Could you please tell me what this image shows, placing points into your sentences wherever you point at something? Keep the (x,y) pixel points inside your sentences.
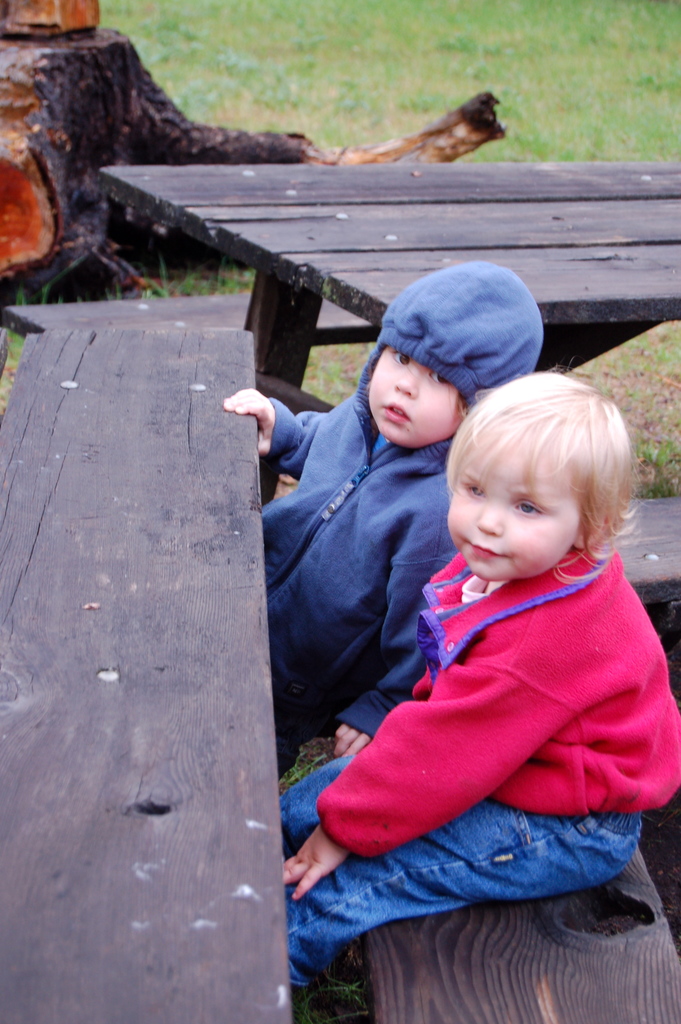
Here I can see two children (456,594) wearing jackets (394,683) and sitting on a bench (463,942) facing towards the left side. In front of these children (332,615) there is a table (151,630). In the background (548,251) there is another table (400,256) and also there is a trunk (20,166). At the top of the image (301,79) I can see the grass (418,83) on the ground (418,48).
